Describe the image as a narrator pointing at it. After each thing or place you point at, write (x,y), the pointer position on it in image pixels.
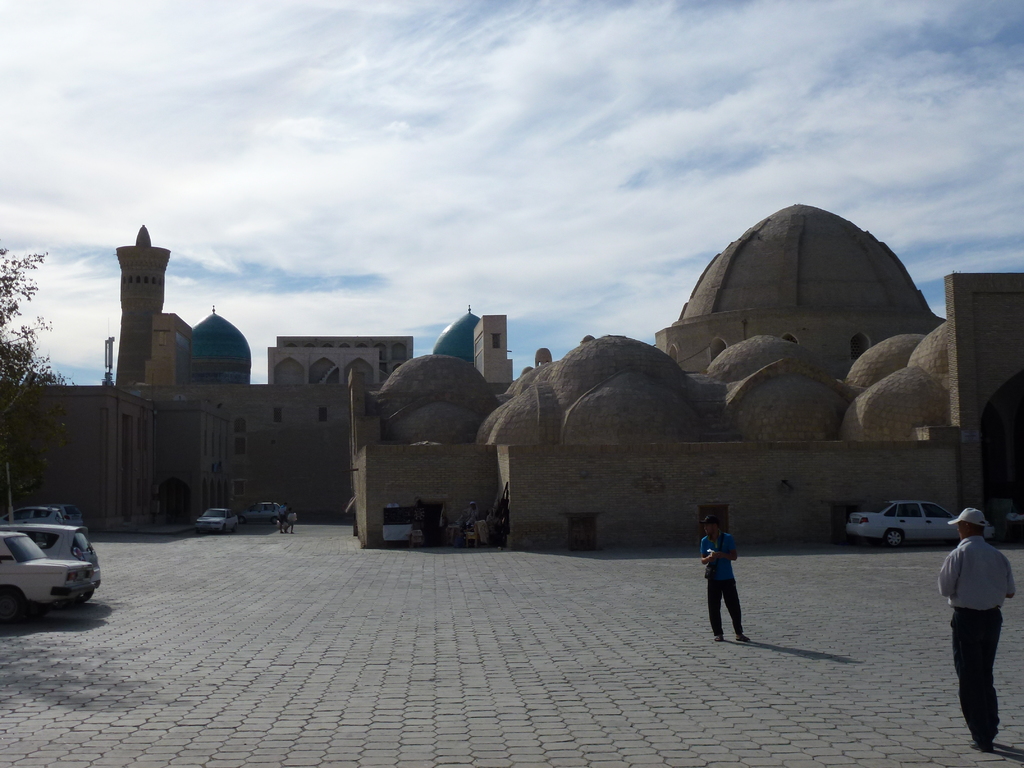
In this picture I can see there are two people (957,585) standing here and there are few vehicles (65,546) parked on to left (55,534) and right and there is a tree (12,458) on to left (16,398) and there is a fort (112,451) in the backdrop (91,465). The sky (308,123) is cloudy.
